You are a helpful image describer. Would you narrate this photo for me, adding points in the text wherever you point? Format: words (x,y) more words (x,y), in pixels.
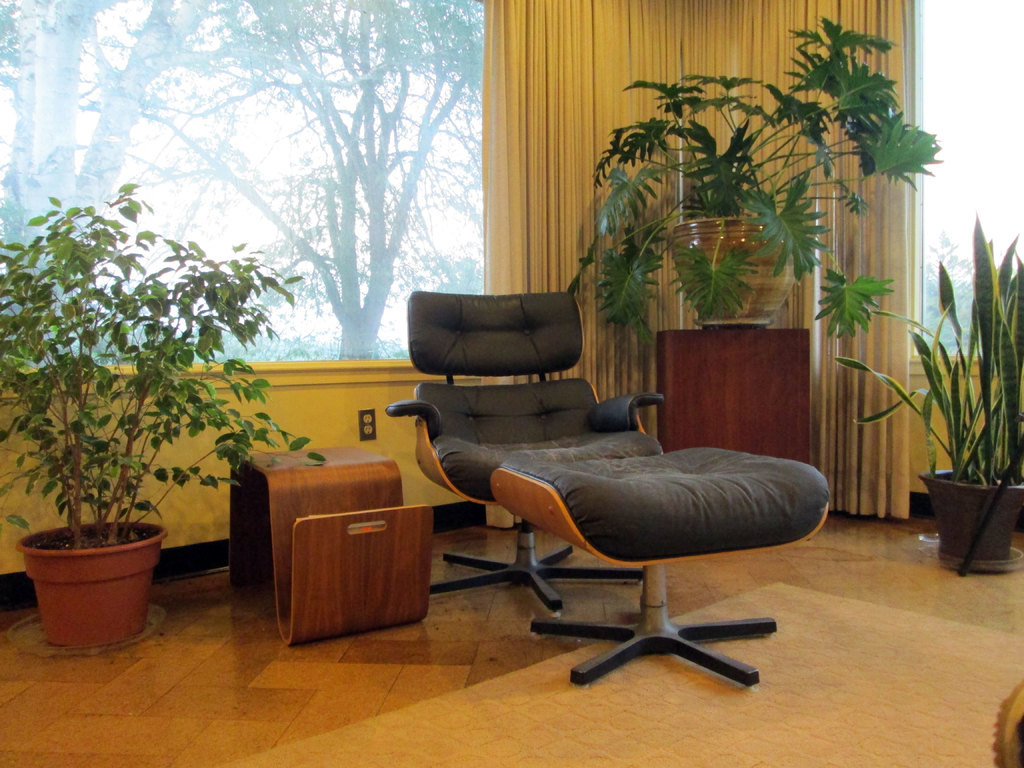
Here we can see a chair (574,301) in the center (571,419) and there are plants (99,442) placed here and there in the room (943,424), there is a table (302,469) beside the chair (596,455) and above that we can see a window (415,49) and a curtain (554,13) through which we can see trees (157,61).
